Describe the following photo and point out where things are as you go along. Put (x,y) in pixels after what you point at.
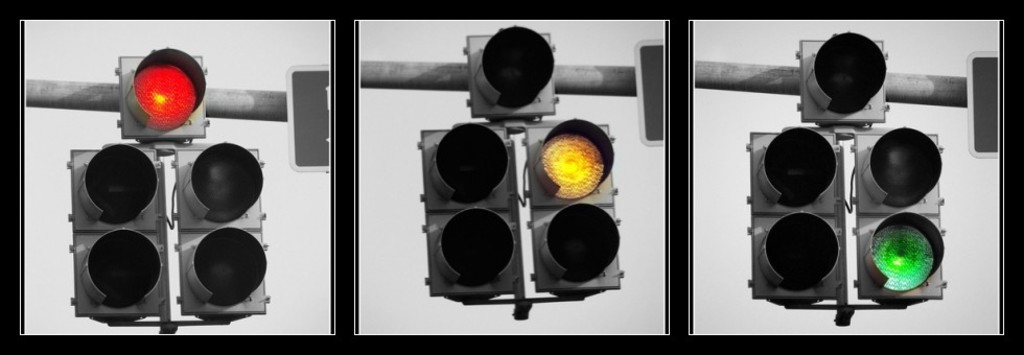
This image consists of a poster (684,226) with three images (628,225) of a signal light (209,175) on it. In the first image (190,178) of a signal light (187,220) there is a red light (181,117). In the second image (506,132) of a signal light (501,139) there is a yellow light (579,166). In the third image (854,175) of a signal light (874,143) there is a green light (888,261).
